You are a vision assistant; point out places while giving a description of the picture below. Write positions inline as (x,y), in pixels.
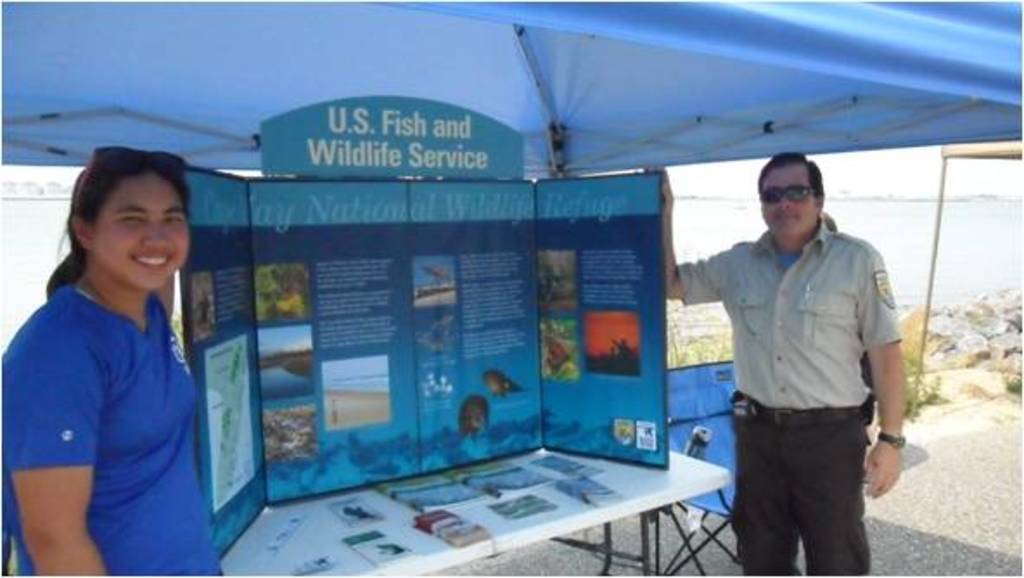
In this picture I can see a man (829,299) and woman (103,348) holding the board (388,237). I can see the table (426,551). I can see the tent (440,94). I can see water (705,207) in the background (705,207).
